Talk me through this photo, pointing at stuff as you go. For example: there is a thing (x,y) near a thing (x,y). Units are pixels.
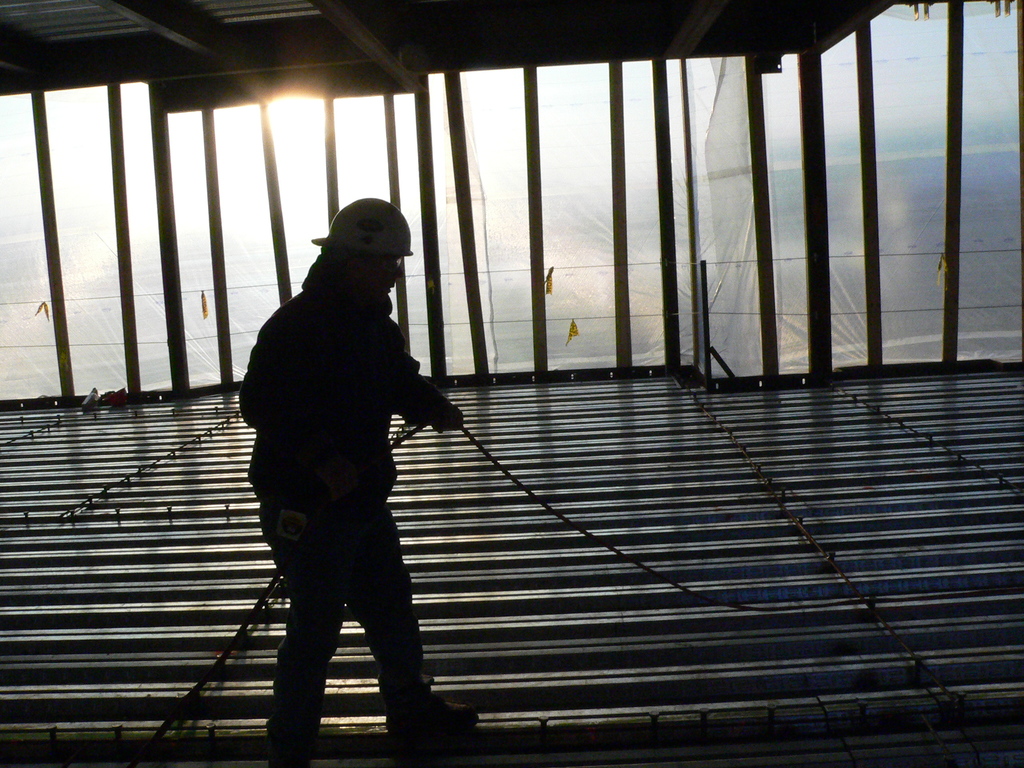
in the given picture i can see a person (392,242) holding a rope (488,455) and wearing a cap (368,242) and also wearing a specs (397,261) and also behind the person (351,221) i can see a room (250,84) which is build with metal frames (53,280) and i can see a cover sheets (733,121) and also i can see sun (287,118).
